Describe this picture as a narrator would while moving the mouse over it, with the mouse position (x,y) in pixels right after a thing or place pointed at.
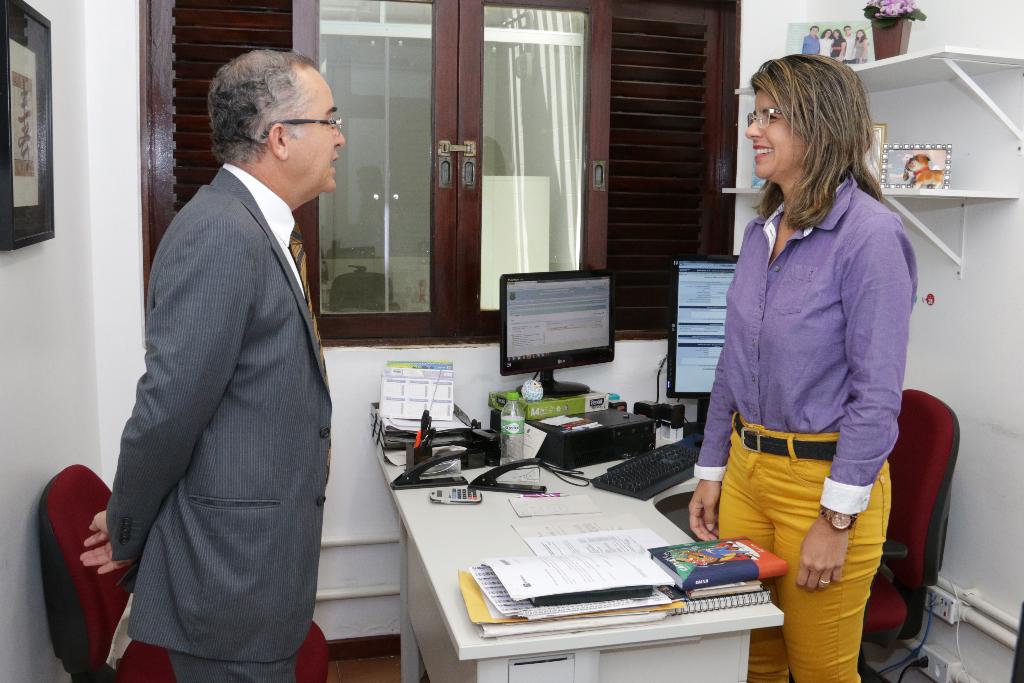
there are two persons (214,191) a man (279,186) and woman (745,342) standing opposite to each other in front of a table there are two chairs (70,519) on the table (593,499) there are two systems (697,394) papers (571,546) bottles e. t. c.
